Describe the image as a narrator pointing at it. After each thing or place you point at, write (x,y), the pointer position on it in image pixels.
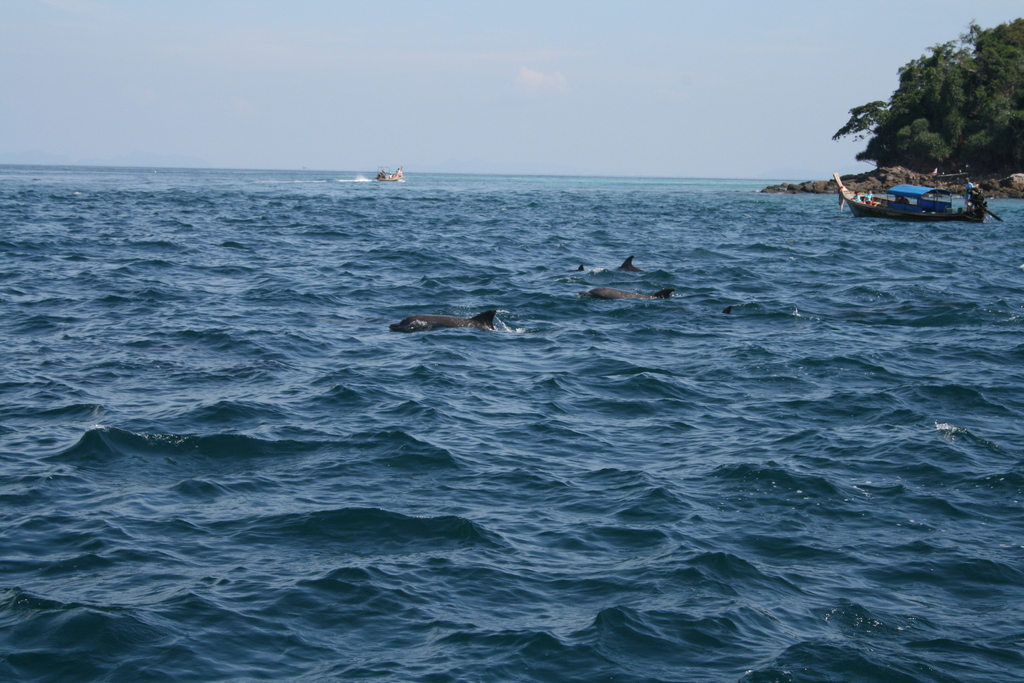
In this image we can see dolphins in the water (636,286). Also there are boats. On the right side (925,175) there are rocks (882,181) and trees (935,88). In the background (519,96) there is sky (505,104) with clouds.
